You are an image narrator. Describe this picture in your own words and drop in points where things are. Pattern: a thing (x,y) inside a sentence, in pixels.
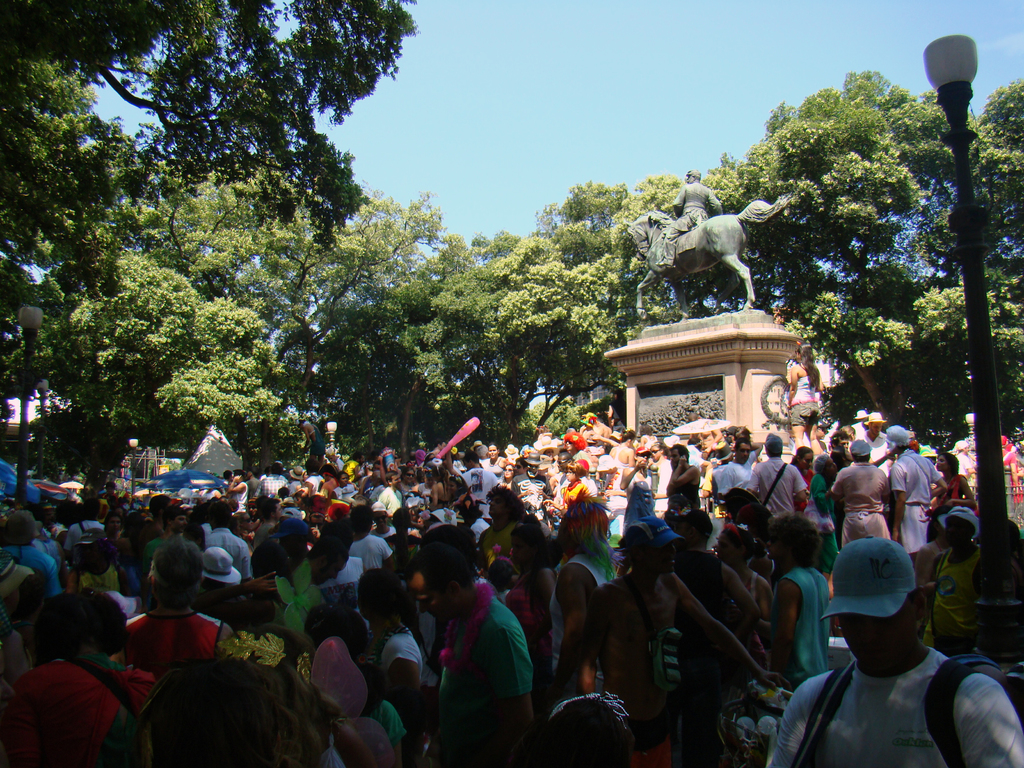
In this image we can see a crowd of people (385,580), few trees (590,338), a sculpture (735,333) and few lights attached to the poles (330,445).
